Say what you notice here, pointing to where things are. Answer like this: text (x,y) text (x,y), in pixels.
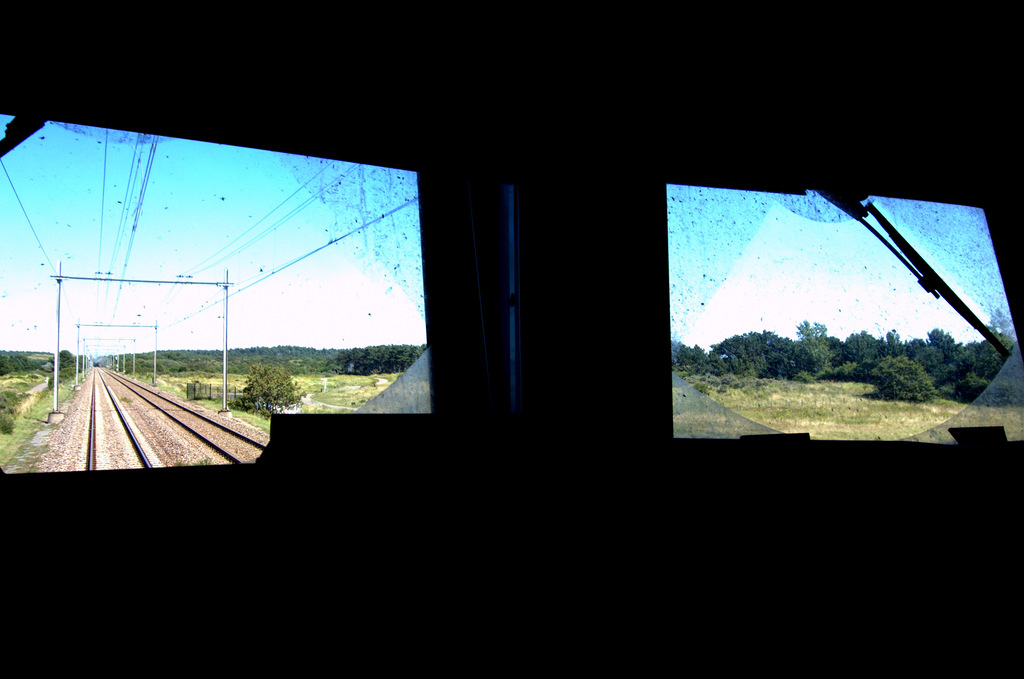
In this image in the front (469,364) there are windows (129,255), behind the windows (244,340) there are trees (724,364), there is grass (336,381) and there are railway tracks (103,421), there are poles (225,304) and there are wires (186,274) attached to the poles (60,280).
